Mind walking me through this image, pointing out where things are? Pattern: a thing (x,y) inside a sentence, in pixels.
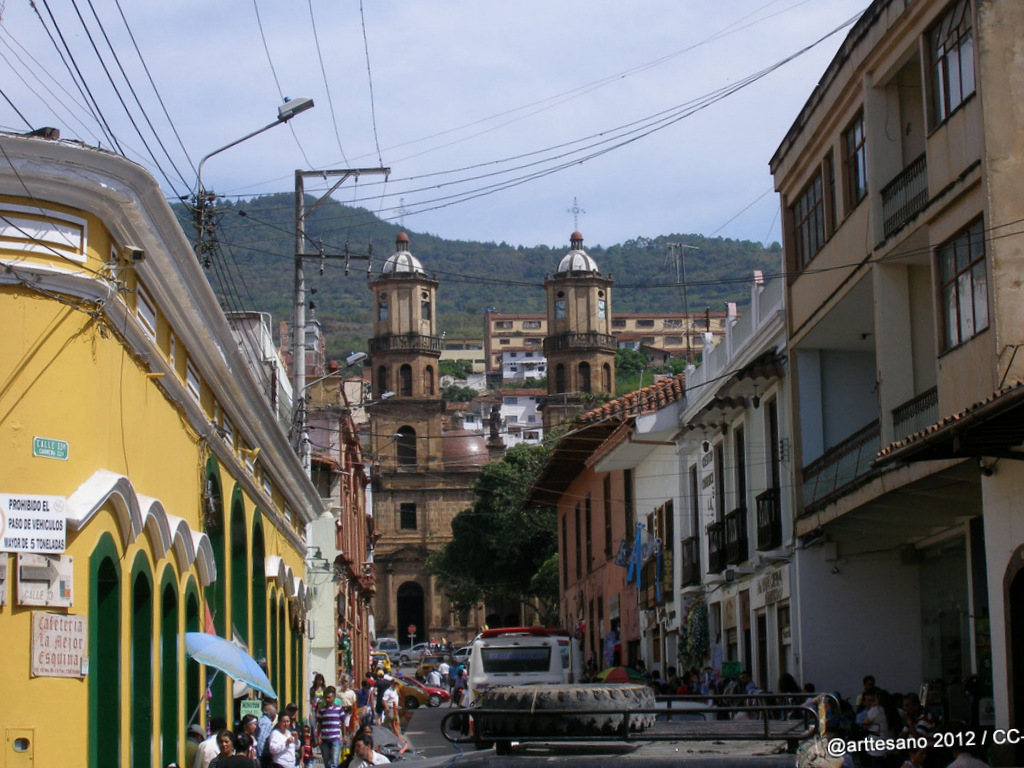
In this image there is a road (424,706) in the middle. On the road (427,726) there are so many vehicles (430,669). There are buildings (349,499) on either side of the road (415,668). There are so many people (352,703) who are walking on the footpath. In front of the road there are few other buildings (665,337). On the right side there are trees (515,519) beside the buildings (593,518). At the top (534,252) there are hills (659,253). There are electric poles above the building (265,382) to which there are wires (496,172). At the top (524,59) there is the sky (505,48).
